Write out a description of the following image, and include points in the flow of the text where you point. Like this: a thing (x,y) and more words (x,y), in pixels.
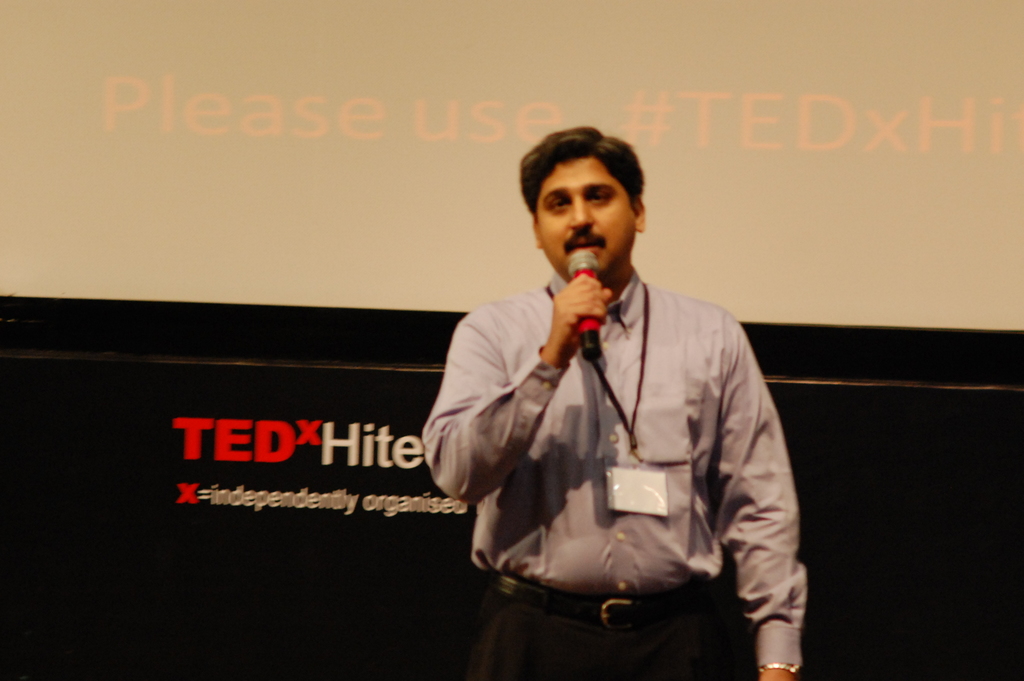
There is a man (559,501) standing on the stage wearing an ID card (636,475) and holding a microphone (588,265) in his hand (588,304). He is talking. In the background (423,214) we can see a screen (360,106) here.
